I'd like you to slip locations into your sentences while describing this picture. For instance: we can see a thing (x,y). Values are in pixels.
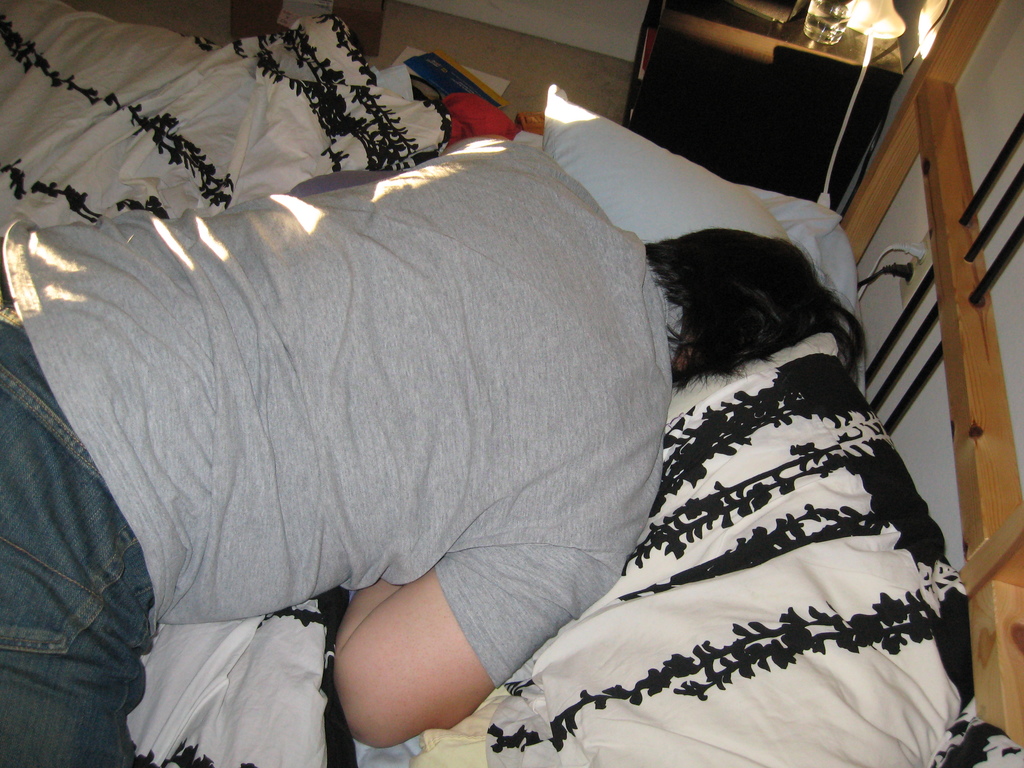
It is a bedroom (743,146), a man (41,431) is laying on the bed (785,391) he is sleeping beside the bed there is a lamp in the background (564,31) there is a wall (531,23).
